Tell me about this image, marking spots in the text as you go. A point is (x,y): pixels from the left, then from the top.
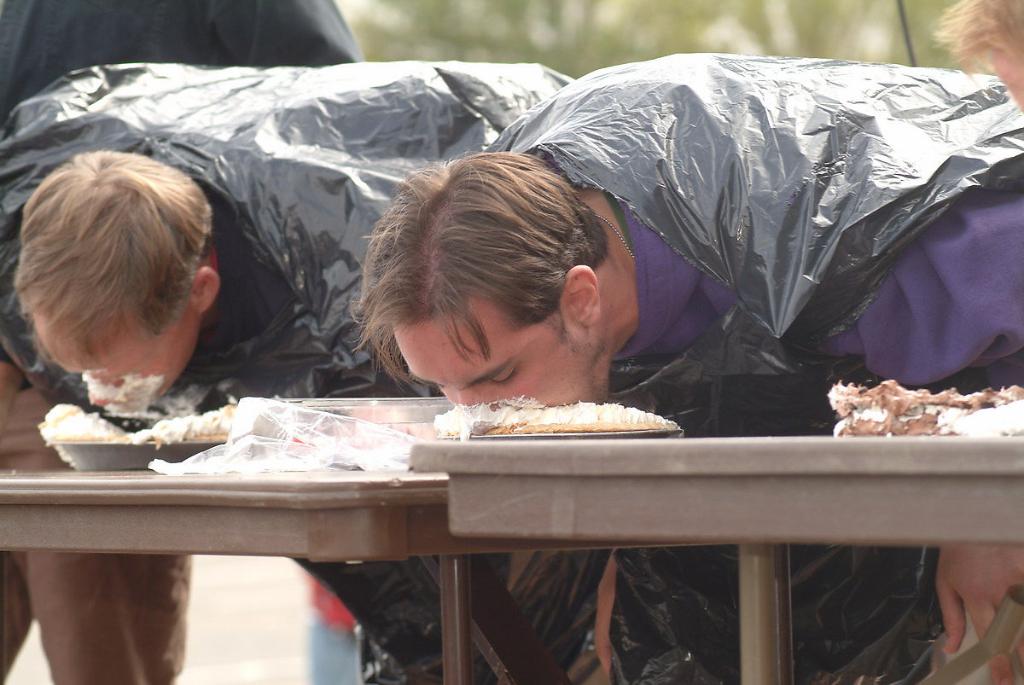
In this image there are tables (392,516), there is food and there are objects (300,449) on the table (182,479), there are people (271,204) in the foreground (526,240). There might be trees (848,44) in the background (848,44).
